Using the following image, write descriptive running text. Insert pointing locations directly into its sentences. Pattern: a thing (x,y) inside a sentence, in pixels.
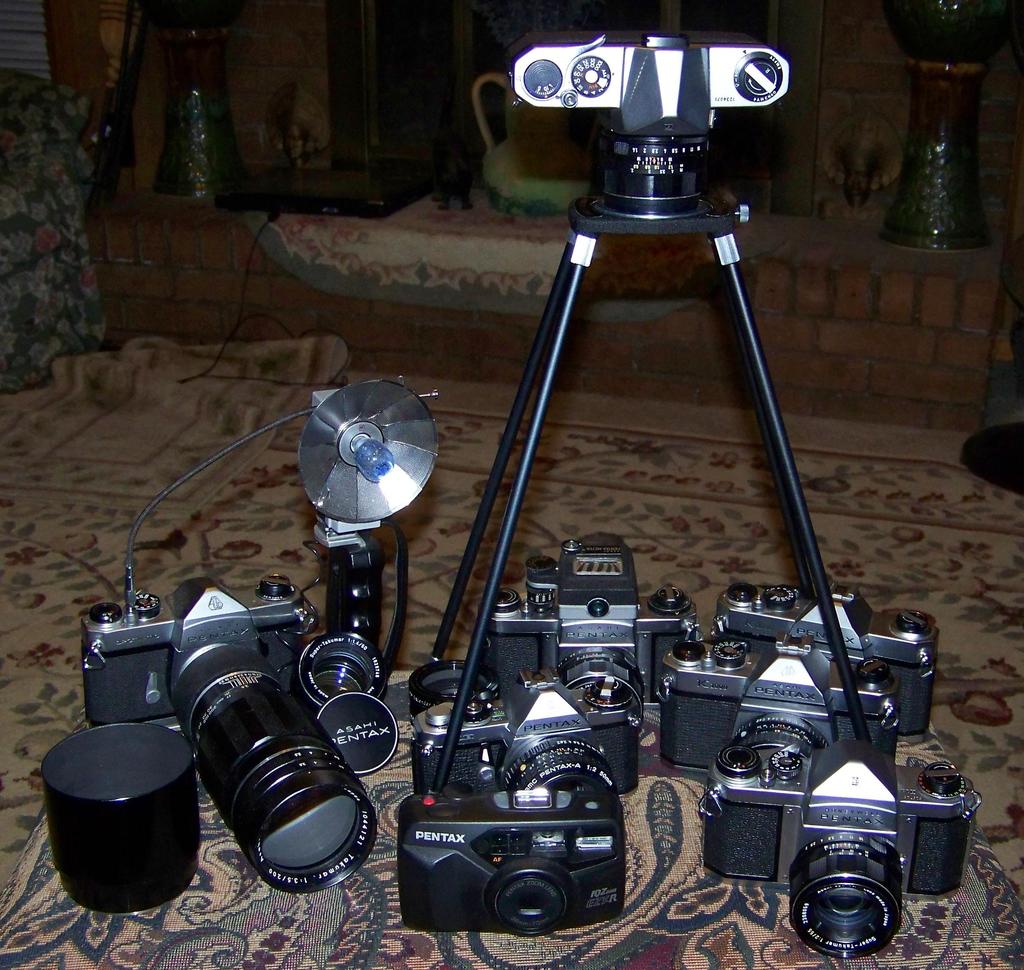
In this picture we can see many cameras (794,786), a flashlight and a camera stand (450,633) on a carpet (835,530). In the background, we can see vases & a jug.
